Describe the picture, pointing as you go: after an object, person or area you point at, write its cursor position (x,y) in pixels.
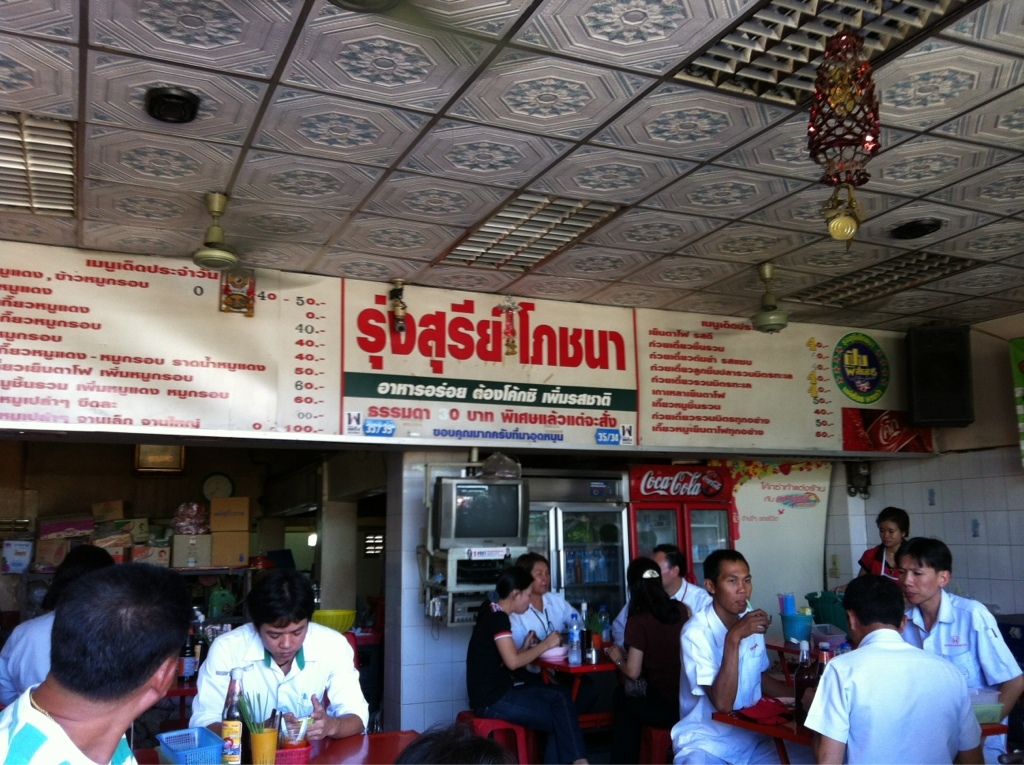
At the bottom of the image (674,633) there are few people (498,691) sitting. There are tables (555,664) with bottles (581,640) and few other items (250,712). In the background (416,536) there is a wall (416,536) with television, refrigerator (597,529), cardboard boxes (186,541), pillars (336,541) and a few other items (366,616). There are posters (61,308) with name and menu (61,308) on it. At the top of the image (477,241) there is a ceiling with lights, fans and there is a decorative item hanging to it.
